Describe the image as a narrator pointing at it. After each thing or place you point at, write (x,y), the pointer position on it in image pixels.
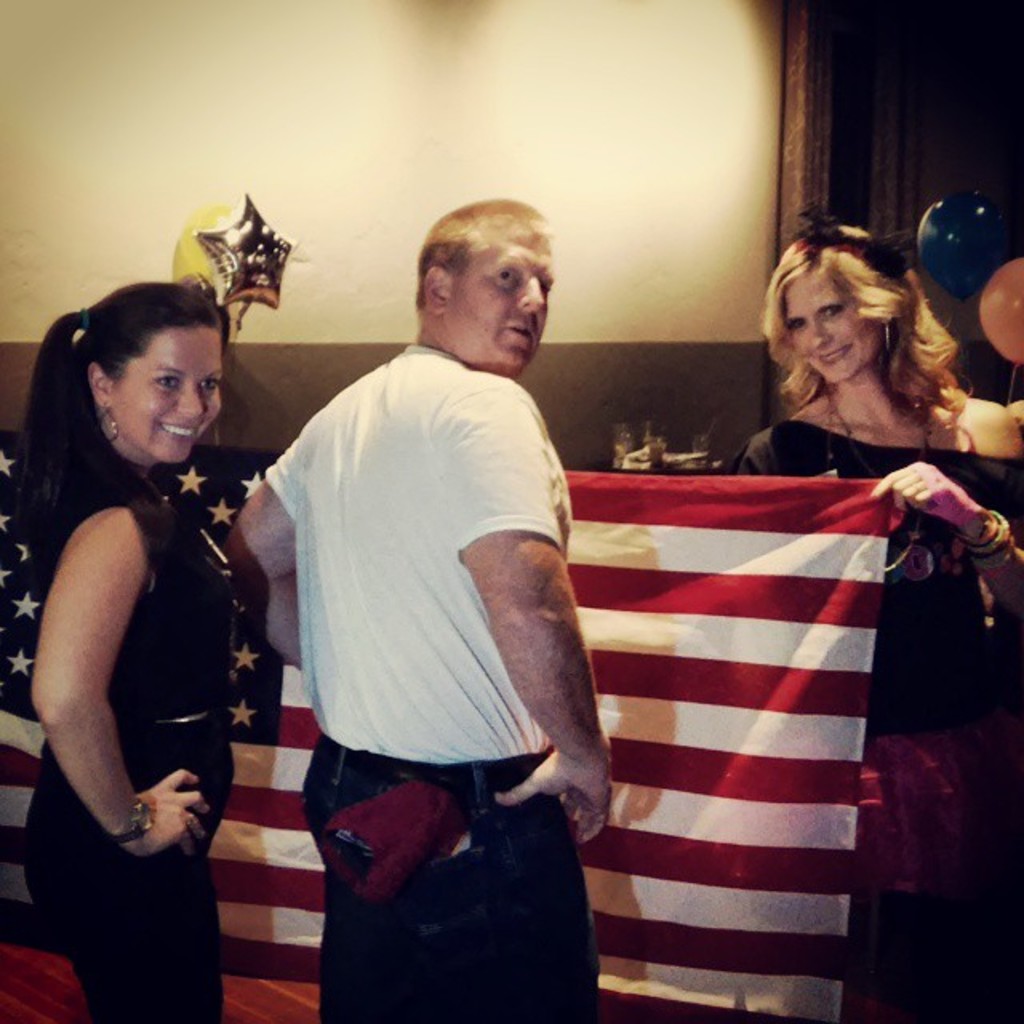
There are three people (132,446) standing. There is a guy (457,502) in the middle (440,477) looking back. He kept something in his pant back pocket (398,847). To the left of this guy (335,569), there is a woman (169,574) standing with a smile on her face (169,387), looking at some one. This woman (139,458) is wearing a watch (138,824). To the right of this white t shirt guy (399,552), there is a woman (779,441) holding a national flag (789,575) with smile (833,356) on her face (836,334). To the right of this woman (937,322) there are two balloons (962,261), one is blue in colour and the other is orange in colour. In Front of the middle guy (483,465) there is a wall (175,187) with some light (422,106) on it.
